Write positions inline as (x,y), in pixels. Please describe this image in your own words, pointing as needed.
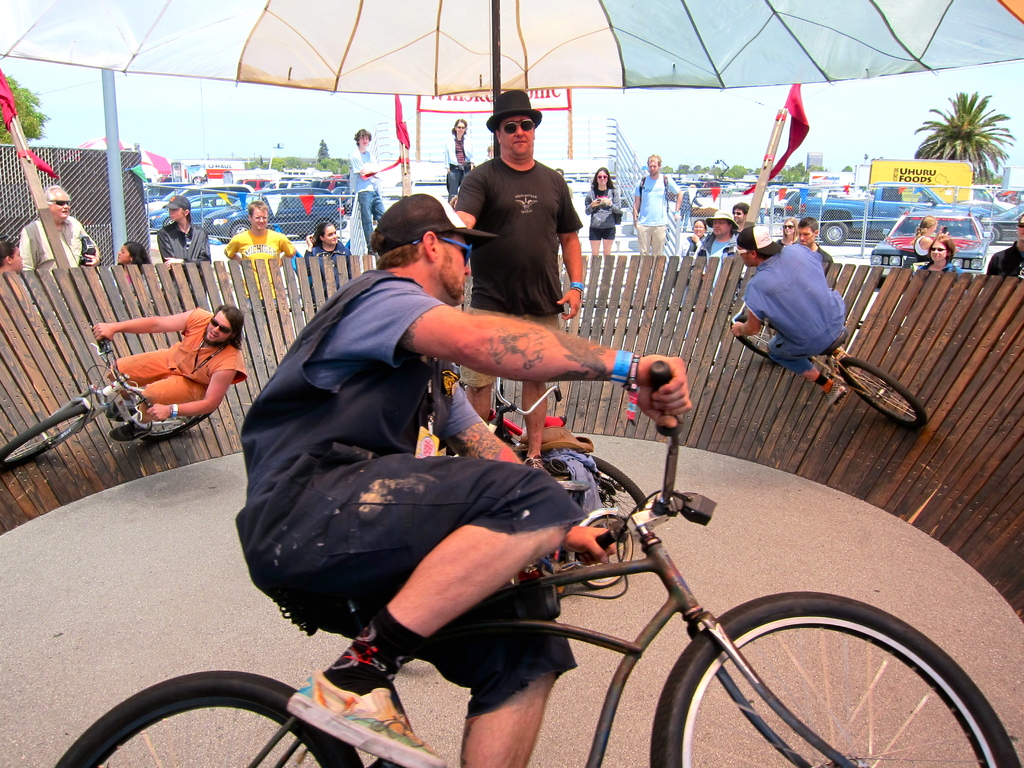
In this picture we can see person (541,199) standing in middle (494,282) wore goggle (505,130), cap (506,96) and beside to him three persons (267,385) riding bicycle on wooden floor (65,290) and in background (272,228) we can see some more persons (360,197), fence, car (209,207), tree (25,97).
